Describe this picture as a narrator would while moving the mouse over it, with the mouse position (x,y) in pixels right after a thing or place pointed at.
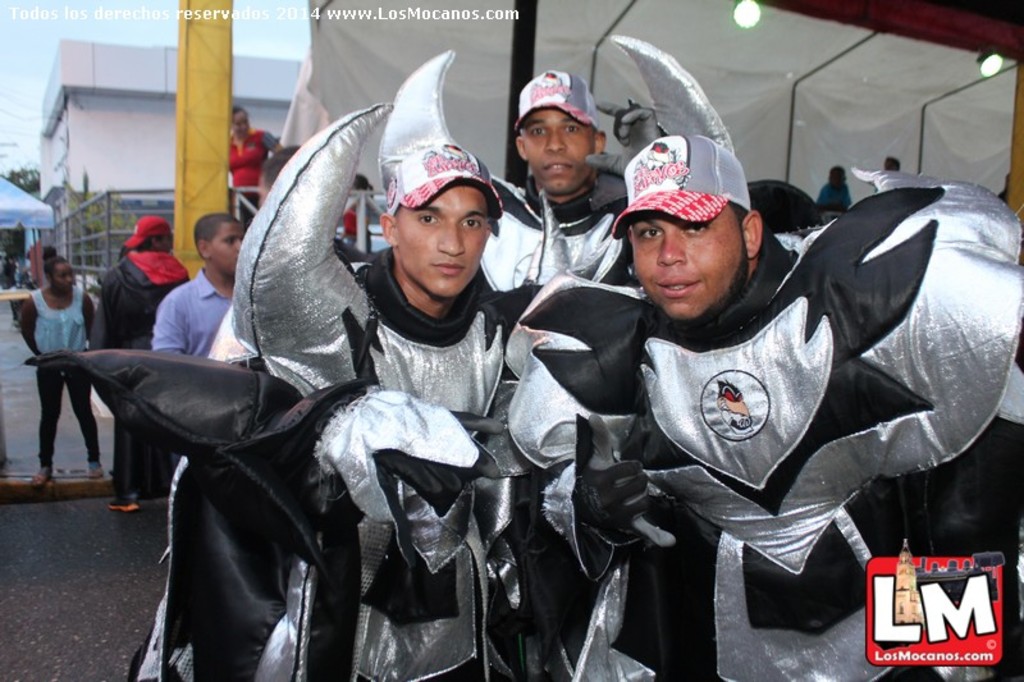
In this picture I see 3 men (466,300) in front (564,160) who are standing and I see that they're wearing costumes (281,202) and in the background (263,96) I see few more people (65,274) and I see a building (74,121) and I see the sky (33,25) and I see the lights (745,0) on the top right of this image (753,14) and I see the watermarks (948,623) on the top left corner (65,14) and bottom right corner (945,610).
